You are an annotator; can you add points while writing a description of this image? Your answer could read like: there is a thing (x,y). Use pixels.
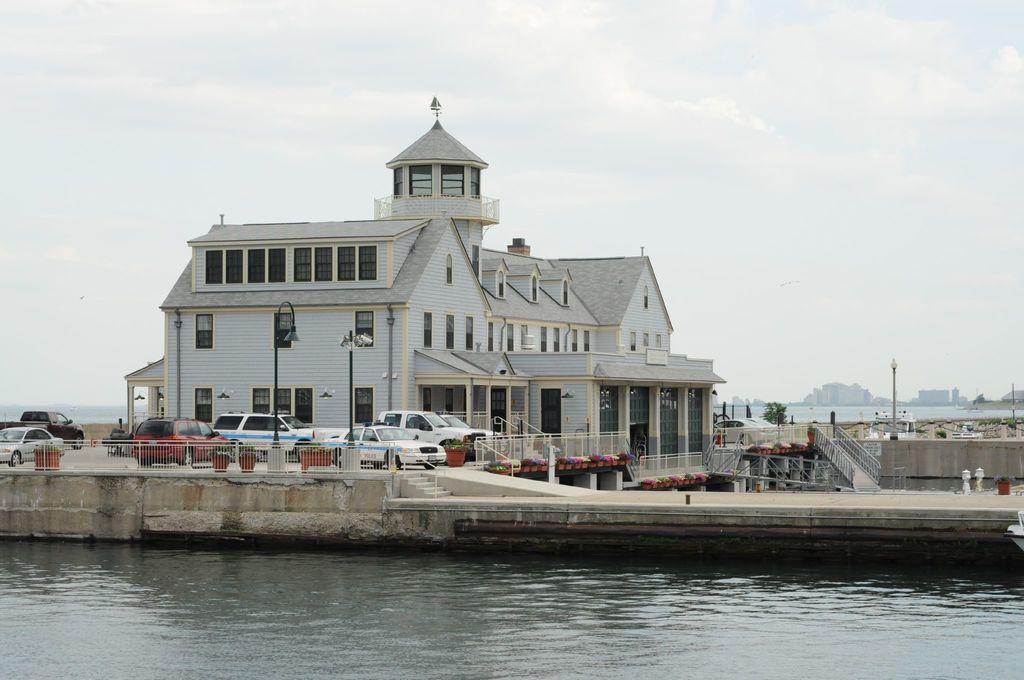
In the image we can see a building (486,353) and the windows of the building (384,361). Here we can see there are many vehicles (299,437), pole (349,339), fence (268,462), tree (772,415), water (538,556), stairs (436,492) and a cloudy sky (478,59).
